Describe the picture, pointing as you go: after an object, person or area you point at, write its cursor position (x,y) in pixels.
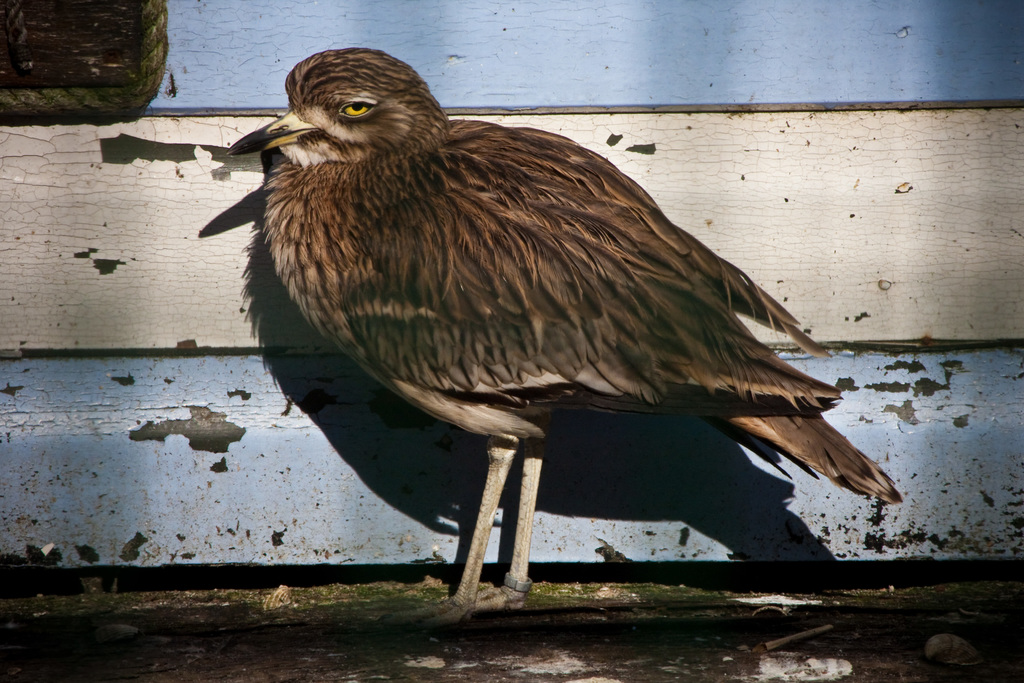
In this image I can see the bird (443,370) which is in brown color. I can see the blue and cream color background (857,319).
